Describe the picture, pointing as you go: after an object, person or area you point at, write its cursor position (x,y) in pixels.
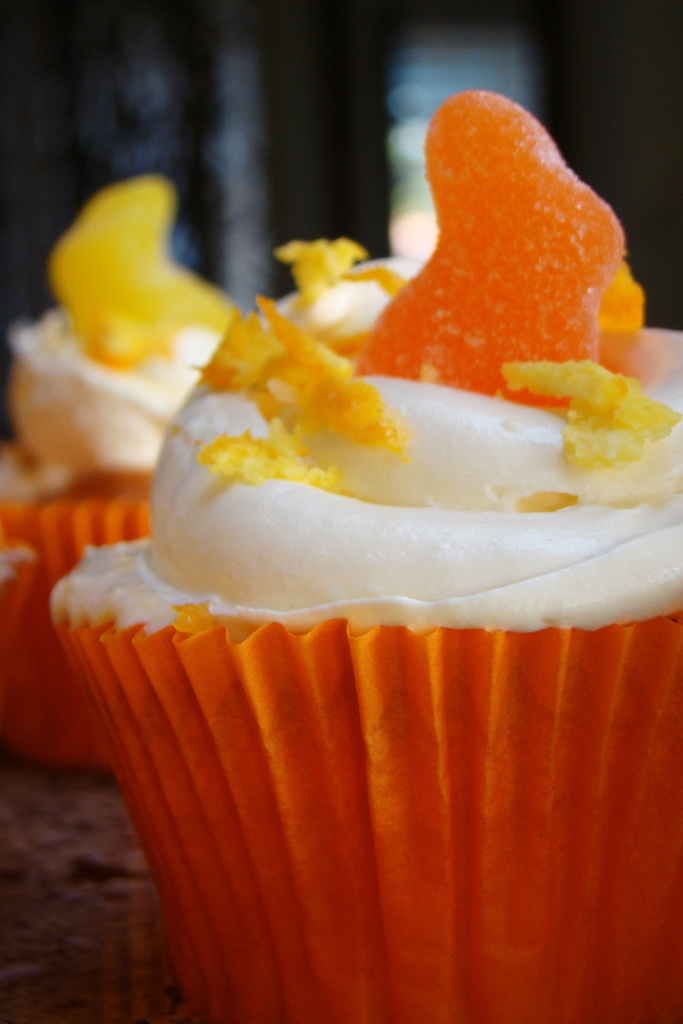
In this picture I can see there are two cupcakes (461,534) and there is cream (309,564) filled in it.
